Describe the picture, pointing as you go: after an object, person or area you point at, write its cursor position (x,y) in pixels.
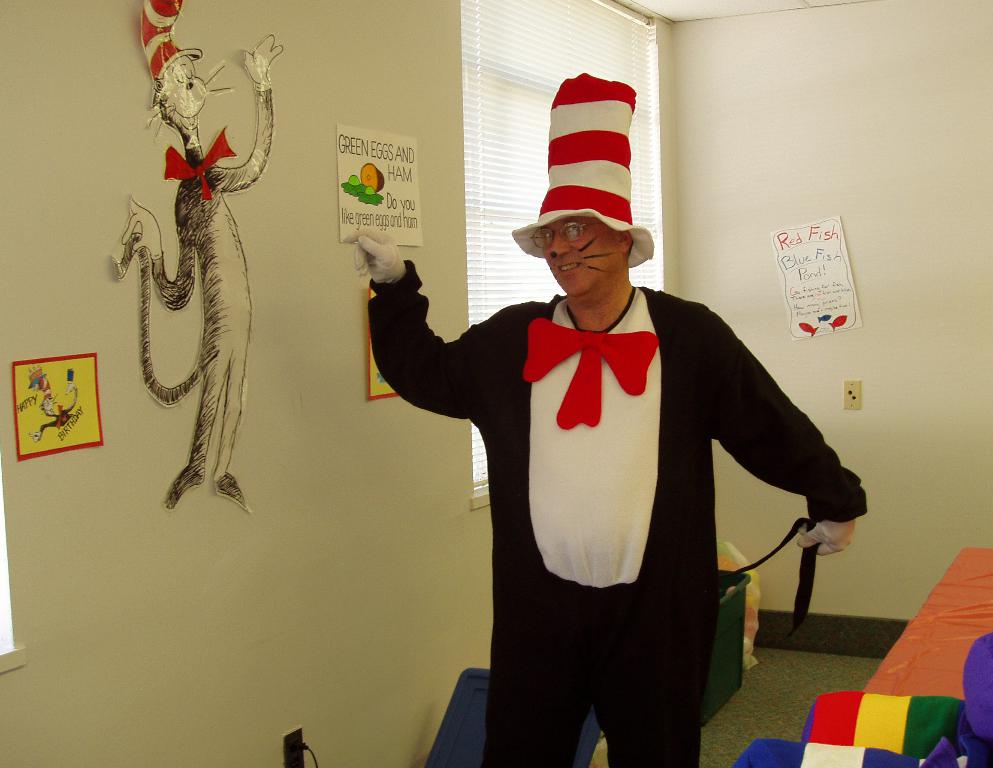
This is an inside view of a room (974,480). In the middle of the image (578,343) there is a man (557,577) wearing a costume (584,433), standing, smiling and giving pose for the picture. On the right side (740,640) there are few objects (734,682) placed on the ground (780,714). On the left side (190,247) there are few posters (344,180) attached to the wall (223,692). At the back of this man (562,190) there is a window (490,190).
